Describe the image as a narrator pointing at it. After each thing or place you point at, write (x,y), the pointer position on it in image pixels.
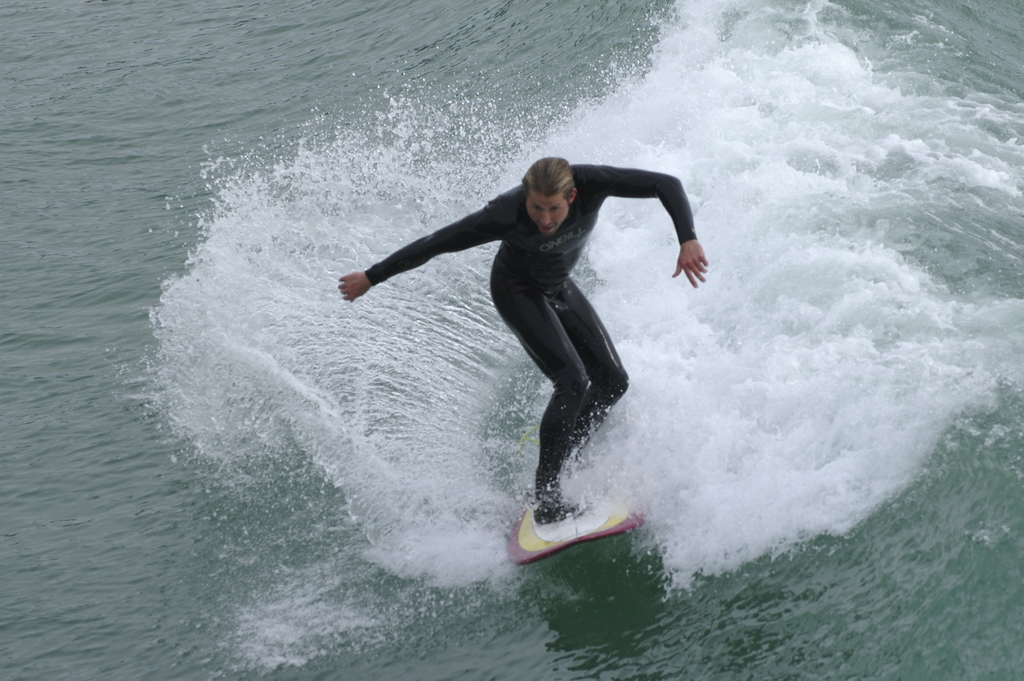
In this image I can see a person (468,222) wearing a black color dress (583,386) and riding on surfboard (609,511) in the ocean (291,398).
